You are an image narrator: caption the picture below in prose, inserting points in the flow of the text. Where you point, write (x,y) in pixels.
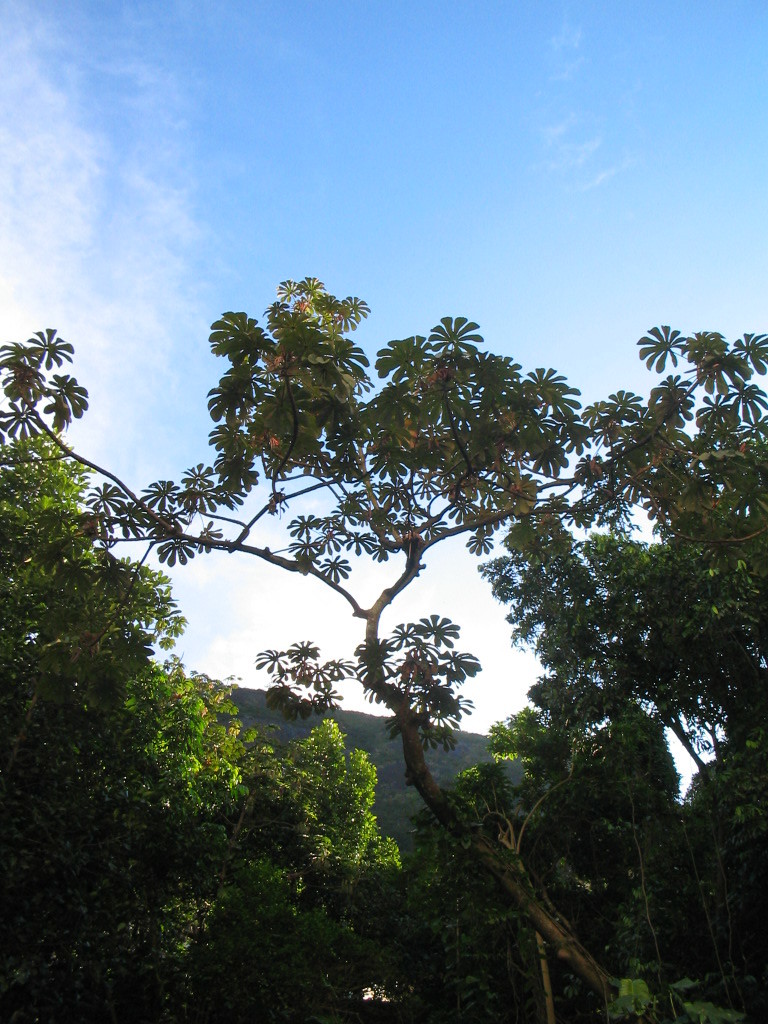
In this picture I can see there are few trees (276,693), in the backdrop (263,703) there is a mountain (377,736) and the sky (536,149) is clear.
